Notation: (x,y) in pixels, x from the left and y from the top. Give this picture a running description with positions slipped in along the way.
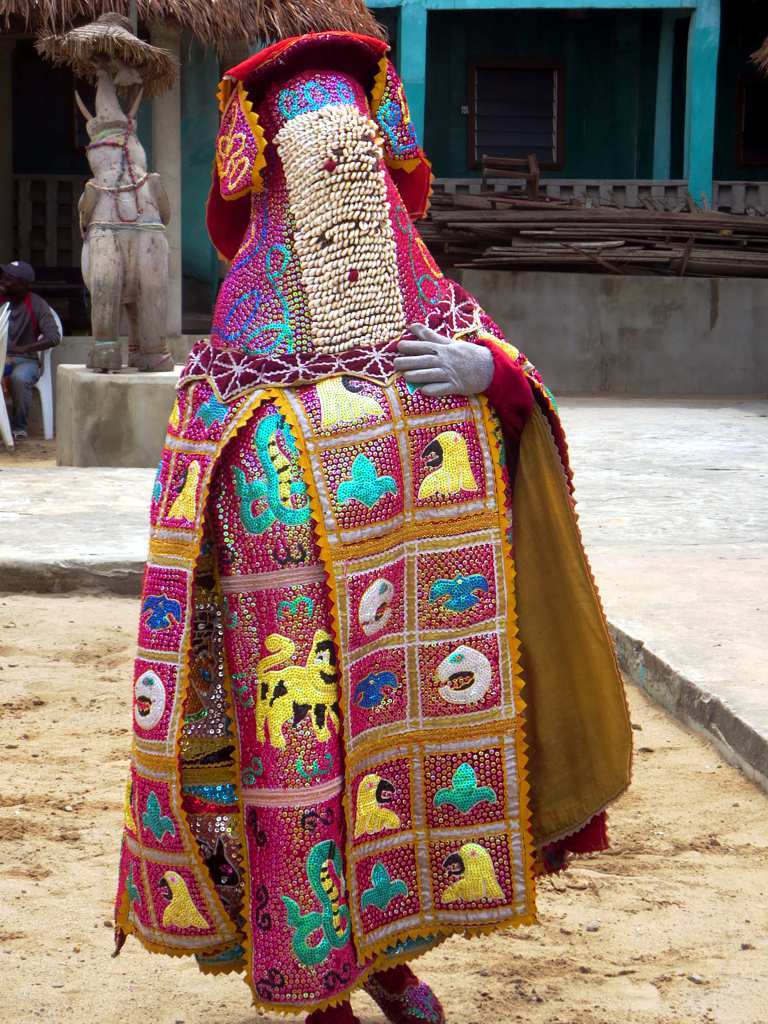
In this image, we can see a person (415,471) wearing costume (371,506) and in the background (124,167), there is a sculpture (113,253) and there is a man (34,361) sitting on chair (45,378) and we can see a building (614,166) and some wood (583,253). At the bottom (626,905), there is sand (648,919).
